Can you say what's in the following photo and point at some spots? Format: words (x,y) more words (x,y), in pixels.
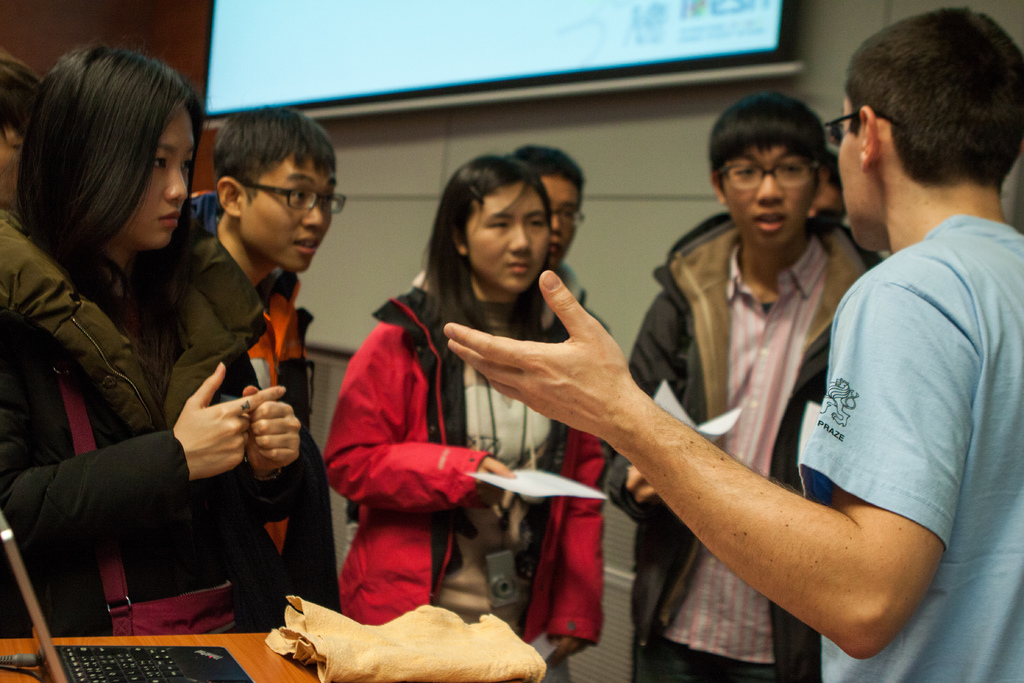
In this image we can see a group of people (606,431) standing. There are few people (571,464) holding some objects (549,479) in their hands (637,467). There is a projector screen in the image. There are few objects (350,663) placed on the table (280,669).
